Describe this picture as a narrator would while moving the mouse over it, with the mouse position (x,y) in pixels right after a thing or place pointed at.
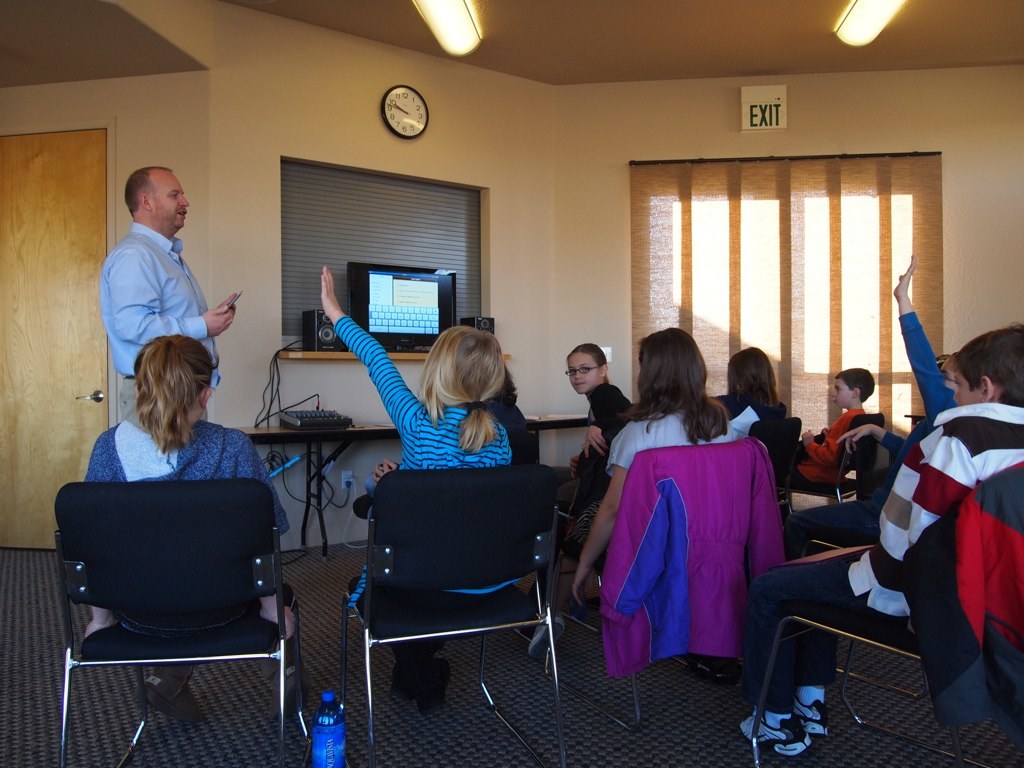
This looks like a classroom (850,579) full of children (829,571) was sitting on chairs (195,560) and the man (147,288) is standing and speaking something to the children (178,373) and beside him we can see a monitor (403,334) and speakers (321,324) present and above that we can see clock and beside that we can see a window (755,211) and at the left side (91,324) we can see a door (0,298).
